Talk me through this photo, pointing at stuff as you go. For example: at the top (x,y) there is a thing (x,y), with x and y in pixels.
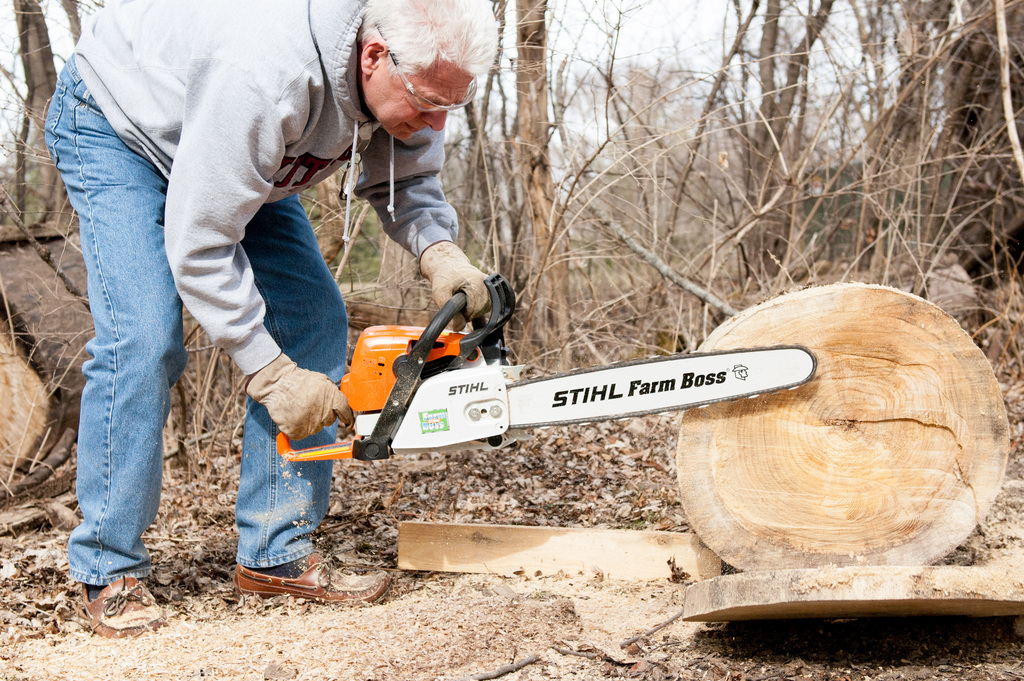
In this image we can see a person (443,71) wearing spectacles (448,104) and grey coat (241,55) is holding a chain saw (413,370) in his hands (471,302). To the right side of the image (845,342) we can see wood logs (864,348) placed on the ground (541,595). In the background (1015,198), we can see group of trees (949,175) and sky (680,48).
